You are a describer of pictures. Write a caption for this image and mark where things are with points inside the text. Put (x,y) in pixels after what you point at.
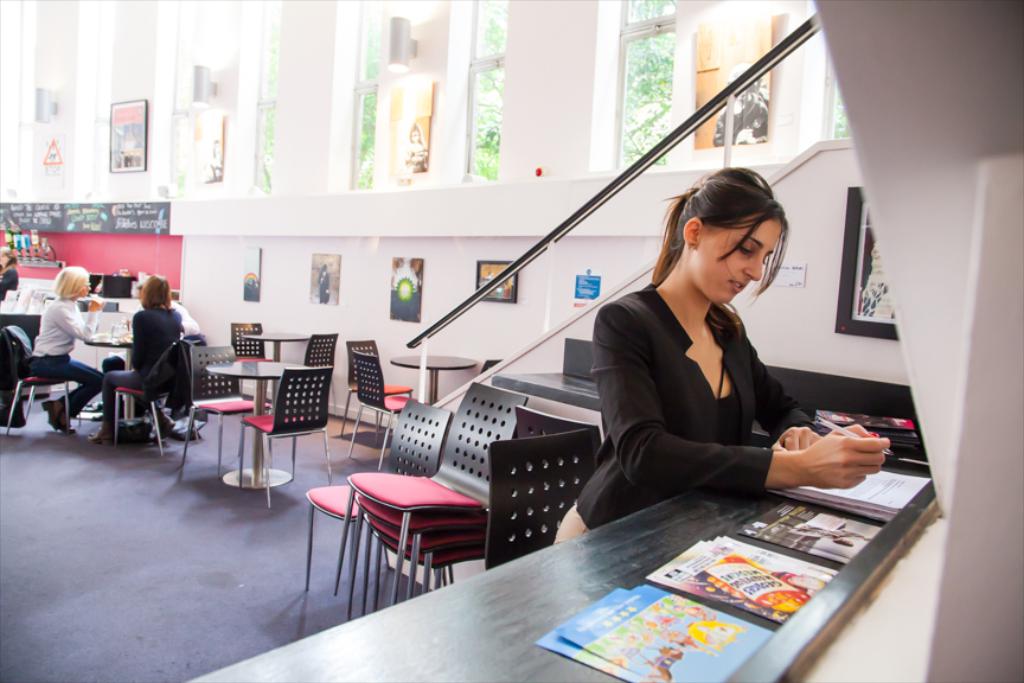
In this image we can see a woman (794,477) standing holding a pen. We can also see some books (768,560) and papers (823,538) which are placed on the surface (572,675). We can also see some people (78,394) sitting on the chairs (540,442), the tables (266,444), a person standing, some windows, the photo frames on a wall (462,346) and the railing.
